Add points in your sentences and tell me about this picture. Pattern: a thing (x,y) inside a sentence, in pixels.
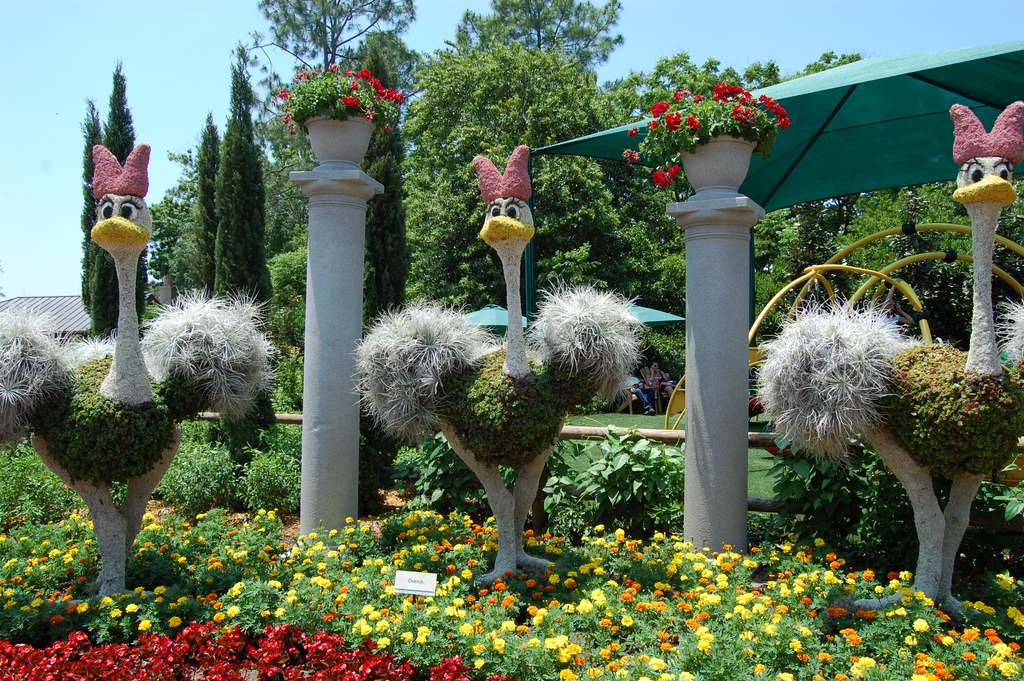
In this image there are some plants (220,553) with some flowers (710,604) on the bottom of this image (485,545) and there are some trees (248,289) in the background (399,275) and there is a sky (139,54) on the top of this image (684,39).
